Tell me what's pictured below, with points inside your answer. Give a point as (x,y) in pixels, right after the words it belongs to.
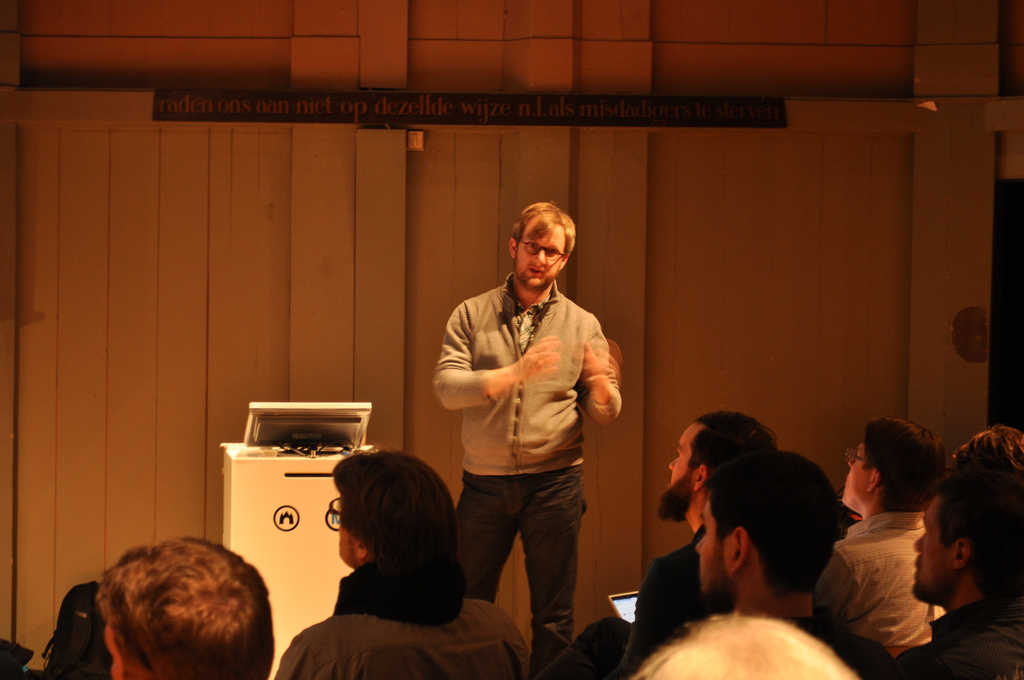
In this picture I can see few people (472,628) are sitting and I can see a man (534,400) standing and speaking and I can see a monitor (285,432) on the table (251,512) and I can see a wooden wall (457,155) in the back (351,139).
